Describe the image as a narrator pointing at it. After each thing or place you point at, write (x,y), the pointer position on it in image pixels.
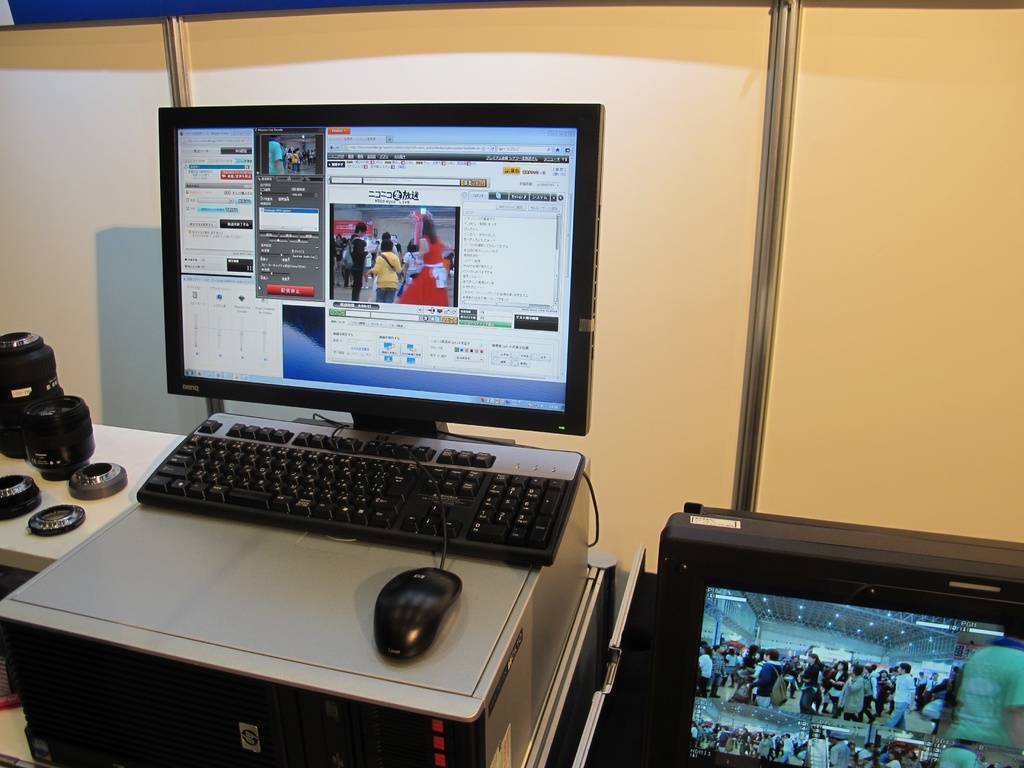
there is a computer (251,594) and the camera lens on a table (12,533) and a small screen (956,741).
